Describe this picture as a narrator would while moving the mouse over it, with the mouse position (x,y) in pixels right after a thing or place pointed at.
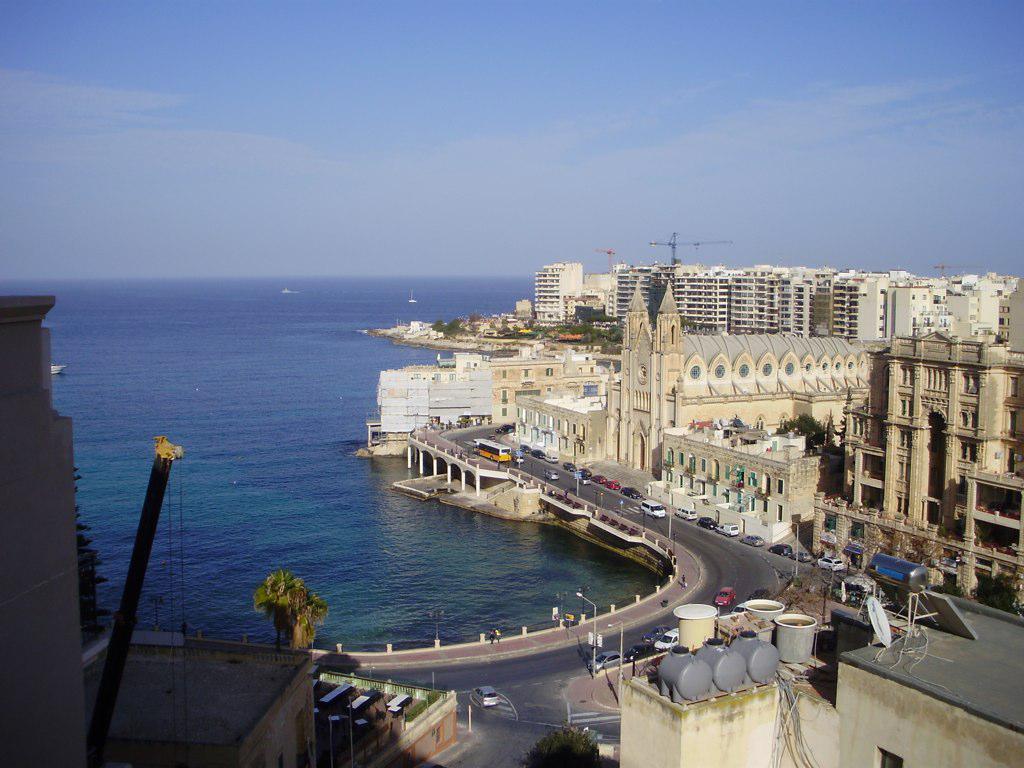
This image is clicked from a top view. To the right (850,432) there are buildings (602,310) and trees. In front of the buildings (857,527) there are vehicles (641,509) moving on the roads (557,660). Beside the road (498,685) there is the water (218,390). There are boats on the water (336,297). At the top (332,155) there is the sky (386,108).
